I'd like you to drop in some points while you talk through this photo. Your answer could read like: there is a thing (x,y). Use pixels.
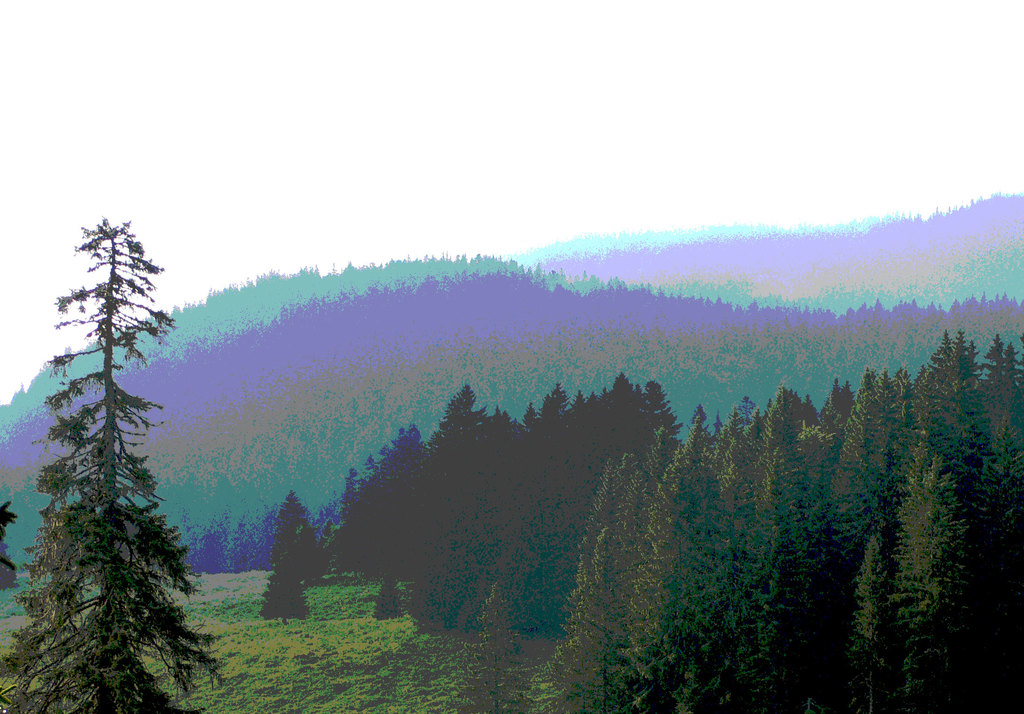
In this image I can see number of trees (36,628) and I can see this image is little bit edited.
